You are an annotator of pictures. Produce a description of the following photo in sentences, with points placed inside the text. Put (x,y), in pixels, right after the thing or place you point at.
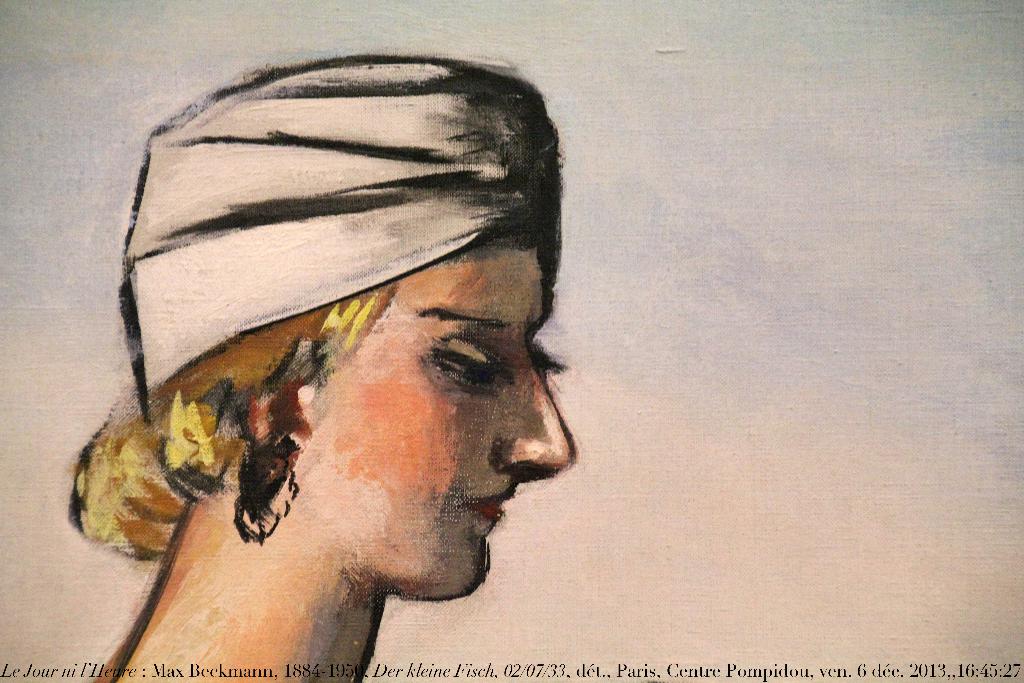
This image is a painting. There is a head (335,525) of a person (186,507) in the image. At the bottom (321,669) there is text (683,665) on the image.
